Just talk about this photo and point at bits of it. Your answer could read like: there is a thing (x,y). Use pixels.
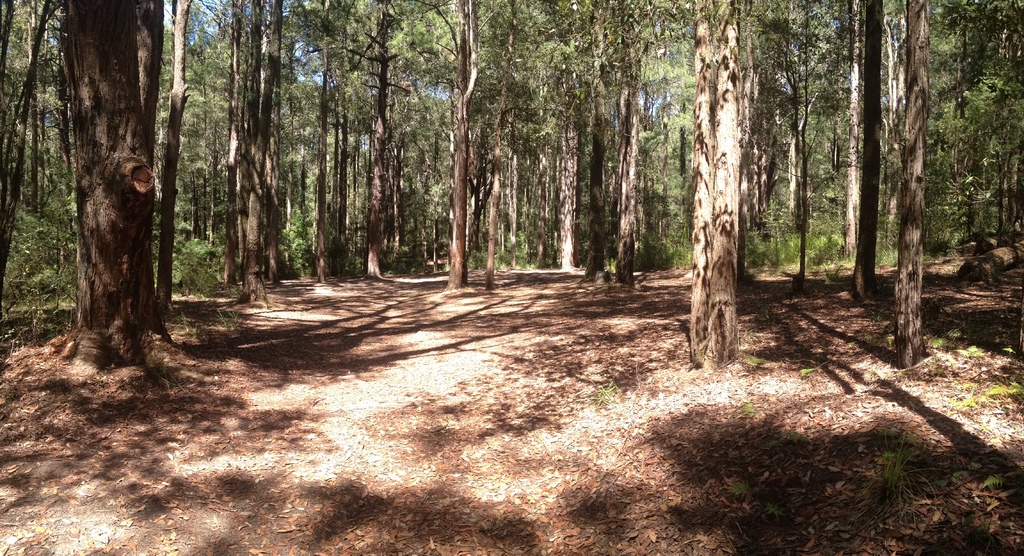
In this picture I can see an open (324,502) path and number of trees (316,215). I can also see the shadows (590,498) on the ground (568,463).
